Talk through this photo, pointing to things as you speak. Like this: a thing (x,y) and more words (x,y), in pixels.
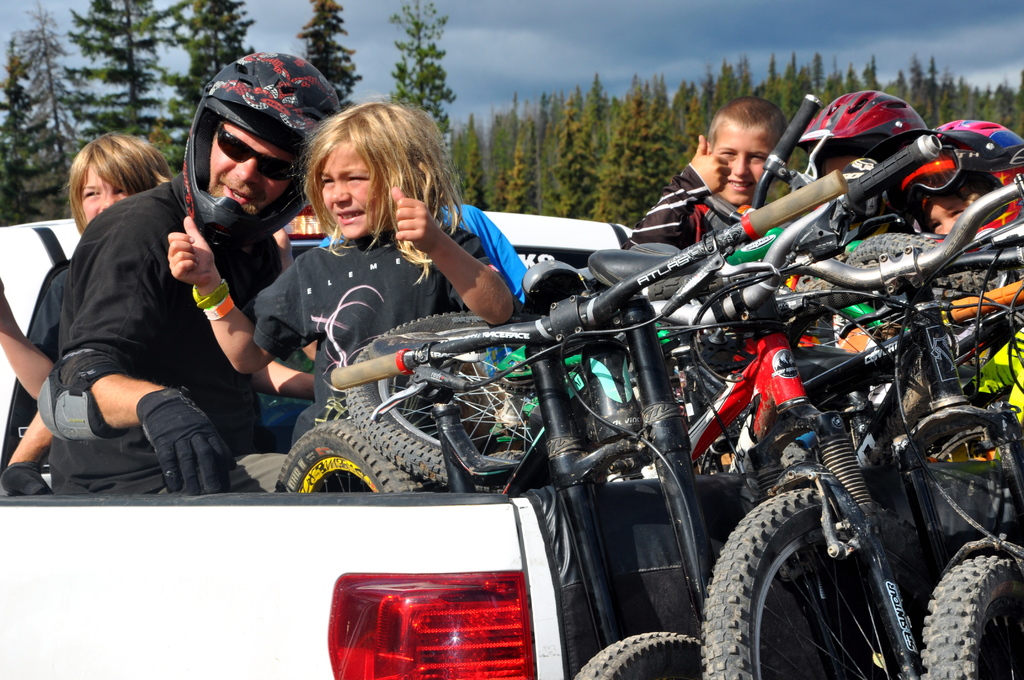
In this image we can see a man (258,173) wearing the glasses (284,176) and also the helmet (281,137). We can also see the kids (738,173), vehicle (310,584), trees (684,158) and also the bicycles (850,434). Sky (611,40) is also visible with some clouds (645,64).
